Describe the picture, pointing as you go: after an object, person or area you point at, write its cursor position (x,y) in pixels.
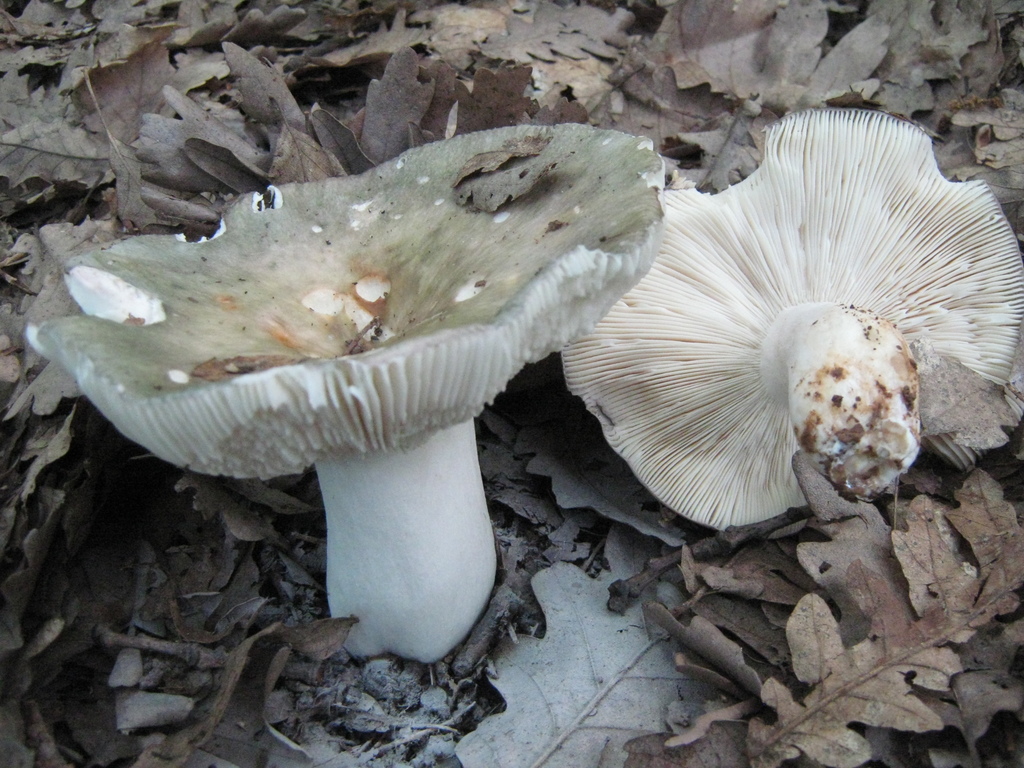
In this picture we can see mushrooms (353,277) and dried leaves (946,672) on the ground (519,578).
